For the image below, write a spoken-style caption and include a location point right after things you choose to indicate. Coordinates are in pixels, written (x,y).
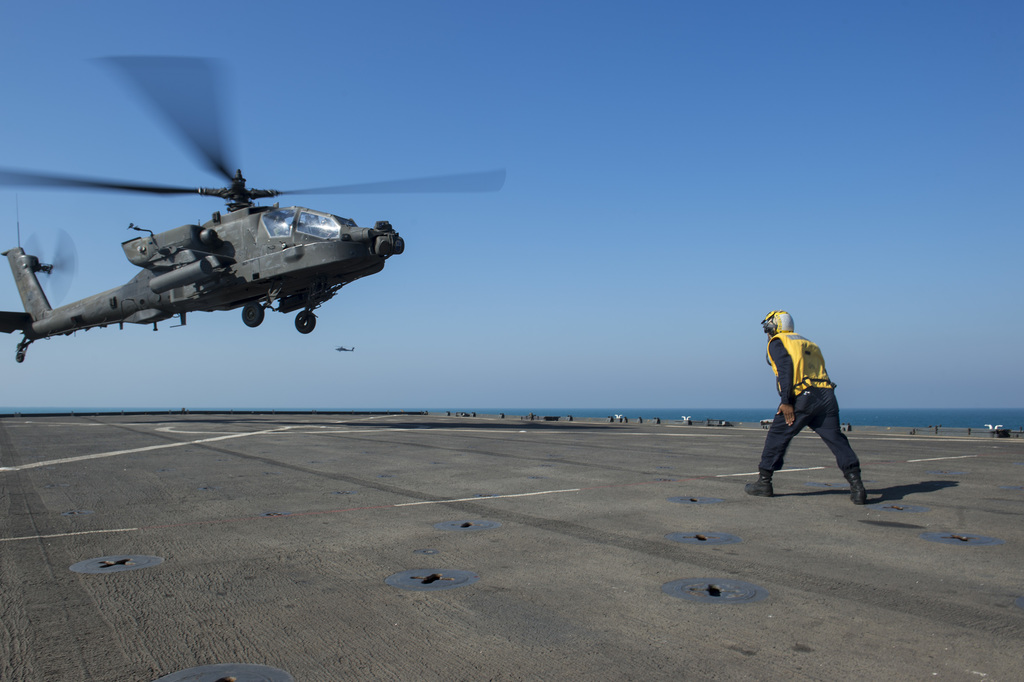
In the foreground of this image (765,457), there is a man (833,442) on the deck (669,554). On the left (327,246), there is a copter (173,234) in the air (326,204). In the background (635,165), there is sky (392,354) another copter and the water (908,410).
